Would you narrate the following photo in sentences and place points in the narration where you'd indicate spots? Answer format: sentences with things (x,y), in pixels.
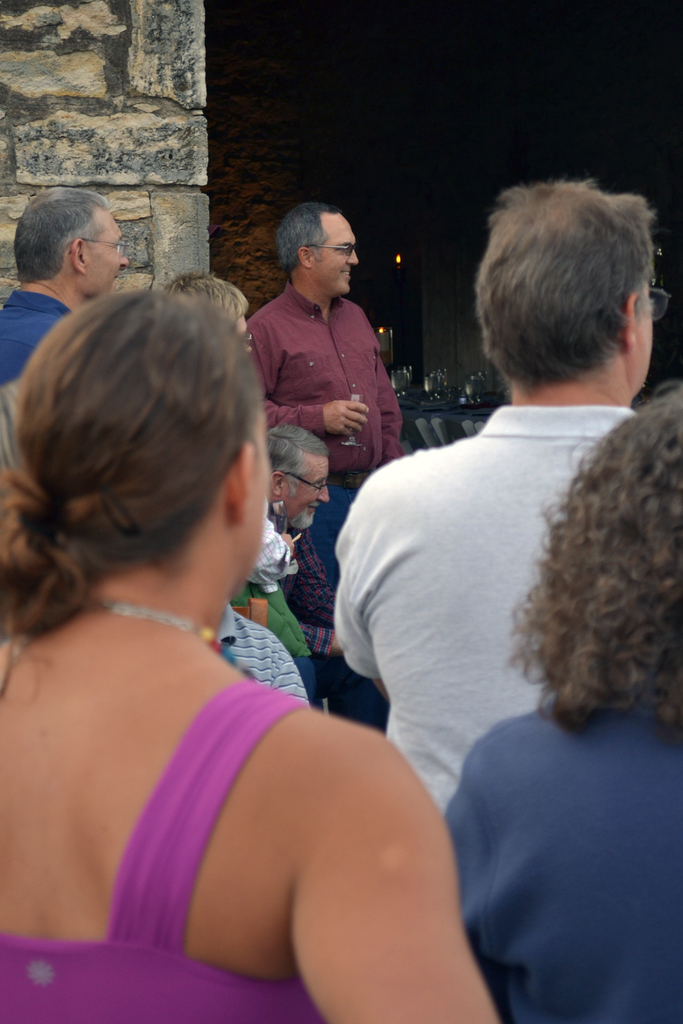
In this picture I can see few people (278,1009) in front (95,364) and I can see a man (291,311) holding a glass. On the top left of this picture (40,35) I can see the stone wall (57,106). On the top of this picture (312,70) I see that it is a bit dark.
